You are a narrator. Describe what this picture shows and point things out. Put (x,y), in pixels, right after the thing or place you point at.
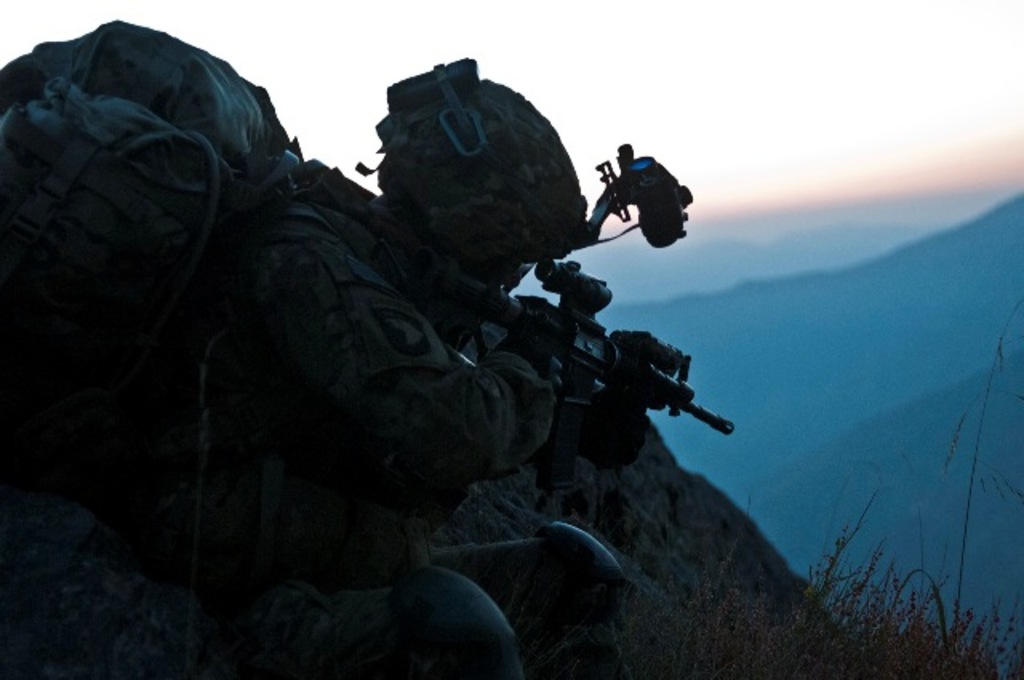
There is a man (429,479) holding a gun (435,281) and carrying a bag (78,318) and wore helmet (489,232) and we can see plants (827,558). In the background (839,444) we can see hills (857,405) and sky (843,108).
